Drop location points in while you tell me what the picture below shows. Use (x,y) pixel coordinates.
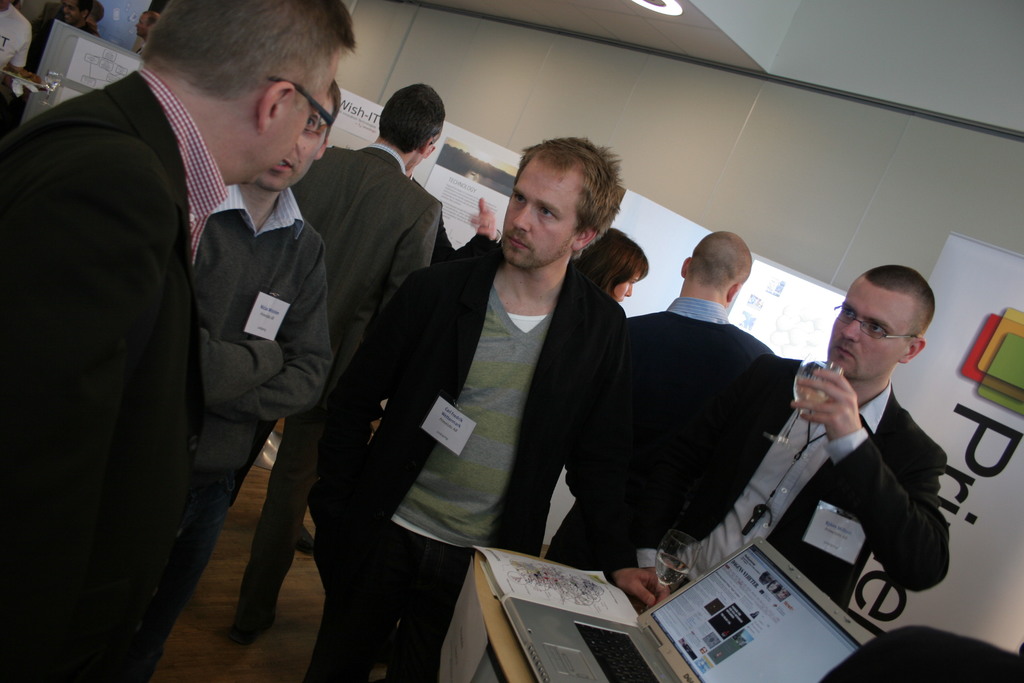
In the image we can see there are people (490,446) standing, wearing clothes (398,395) and some of them are wearing spectacles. The right side persons (808,440) are holding a wine glass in hand (642,591). Here we can see a laptop (745,612), table (489,623), poster (969,530) and a wall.
